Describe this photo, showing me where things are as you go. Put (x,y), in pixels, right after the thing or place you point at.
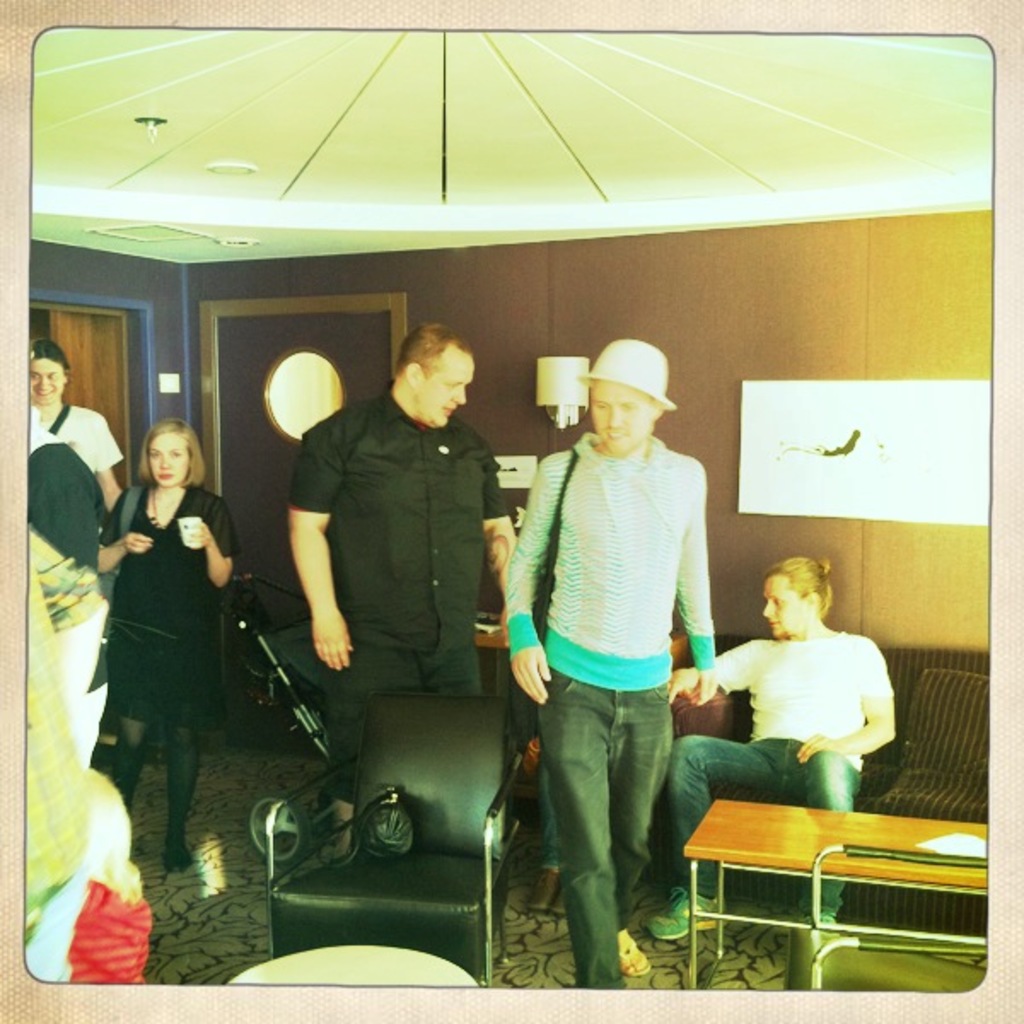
We can see a photograph (549,530) on a platform (15,648) and in the photo (314,690) we can see few persons (464,462) are standing and among them few persons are carrying bags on their shoulders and we can see a man (799,662) is sitting on the sofa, bag (411,839) on a chair (498,871), paper (938,841) on a table (829,834). In the background (223,490) we can see doors (95,319), frame (756,482) and objects (553,382) on the wall (353,272) and at the top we can see lights (209,169) on the ceiling (401,145).
